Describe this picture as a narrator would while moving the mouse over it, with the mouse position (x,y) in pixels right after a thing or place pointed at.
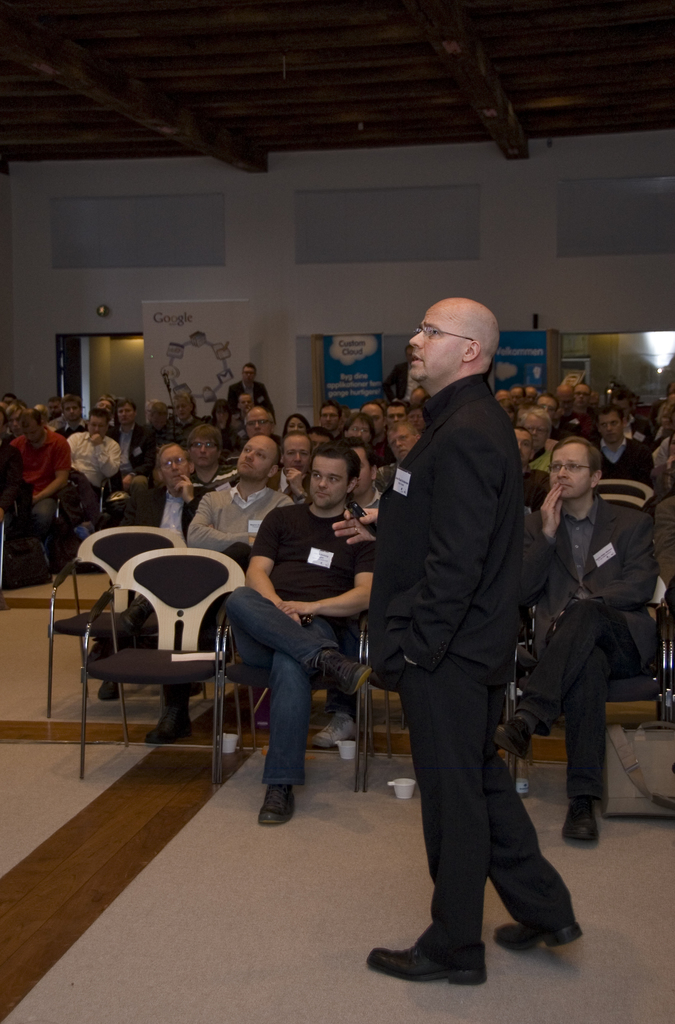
This image looks like it is clicked in a conference hall (183,664). There are many people (40,472) in this image sitting in the chairs (166,634). In the front (450,656), the man (447,632) wearing black dress (416,670) is walking and talking. In the background (339,243), there is a wall (387,243) and banners (220,327), doors (103,344). At the top (284,132) there is a roof (221,135). At the bottom (217,865) there is a floor (346,853) with floor mat (283,872).
